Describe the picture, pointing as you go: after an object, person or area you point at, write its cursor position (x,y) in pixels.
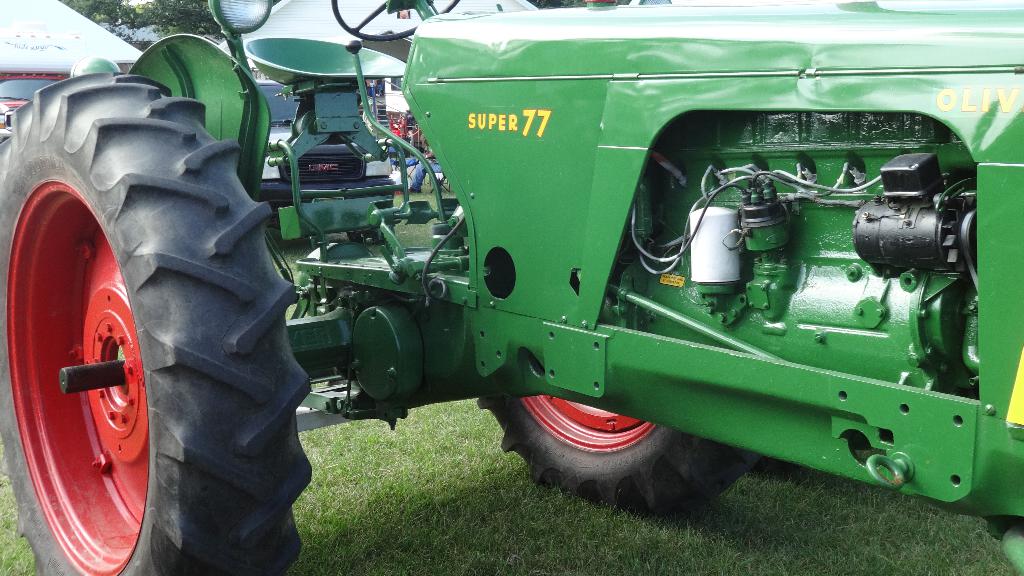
In this image, we can see a green vehicle (536,433) is parked on the grass (473,554). Here we can see tyres (64,151), engine parts (972,363) and few things (560,305). Background we can see few vehicles (2,115) and trees (554,3). Here we can see a person (423,175) is sitting.
